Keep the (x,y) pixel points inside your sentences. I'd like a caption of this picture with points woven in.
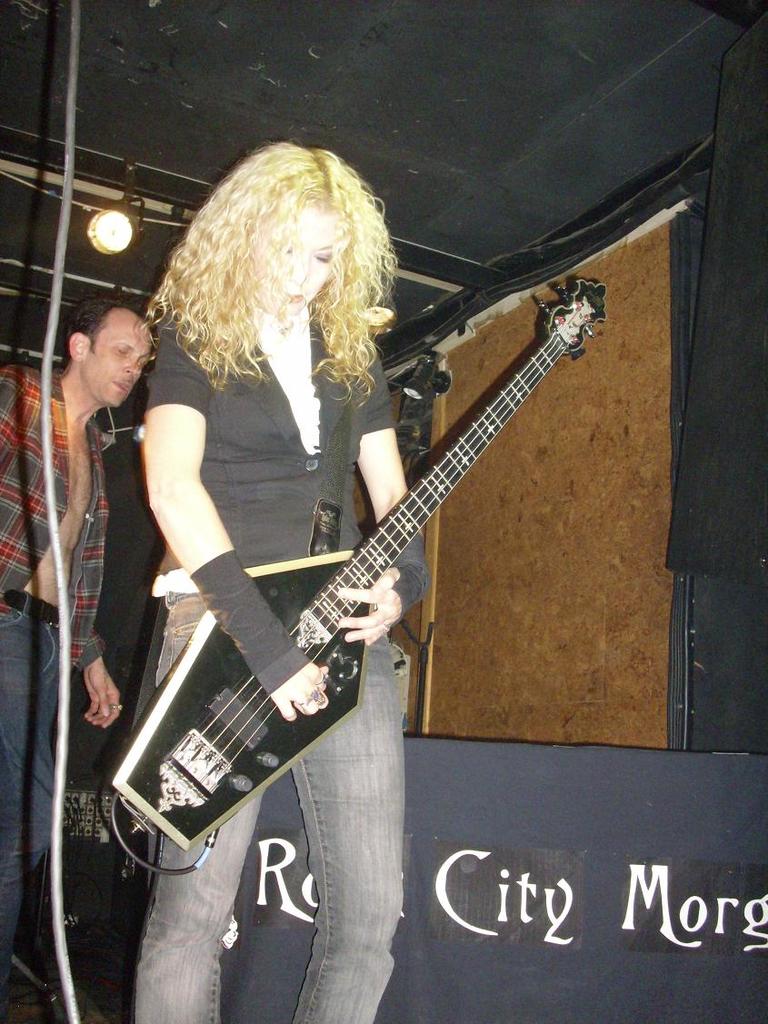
As we can see in the image there is a light (100,218) and two people (253,489). The woman (233,518) who is standing here is holding guitar (262,697).
